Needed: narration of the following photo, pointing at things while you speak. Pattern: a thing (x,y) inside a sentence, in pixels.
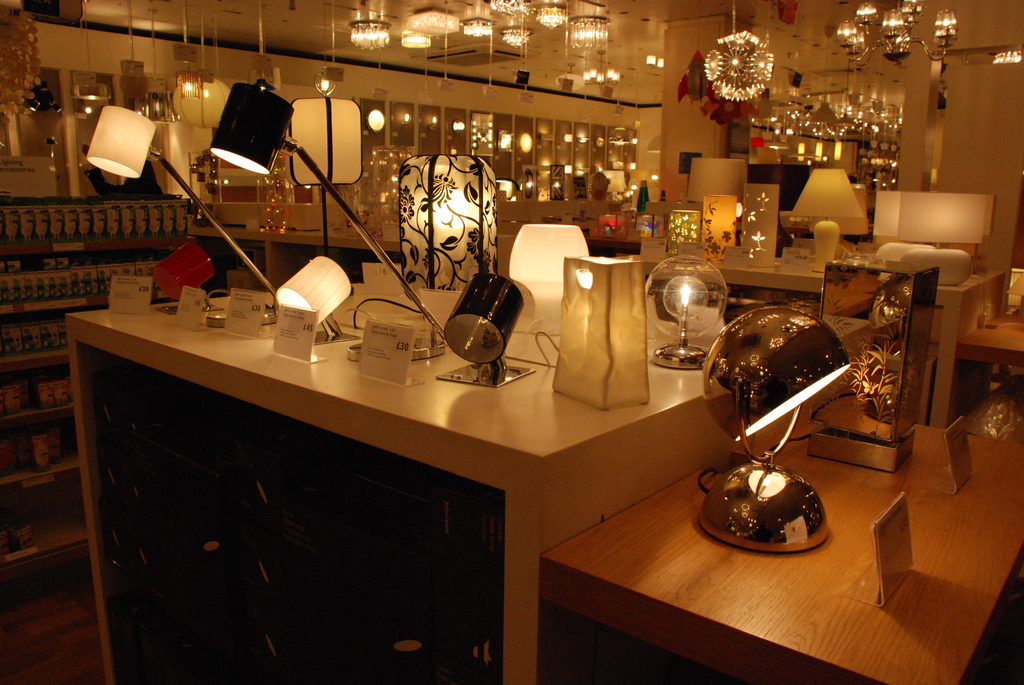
There are some table lamps (417,276) are present on the table (655,379) as we can see the middle of this image (469,322), and there is a wall (465,140) in the background (954,170). We can see there are some chandeliers (416,44) at the top of this image (750,35).
